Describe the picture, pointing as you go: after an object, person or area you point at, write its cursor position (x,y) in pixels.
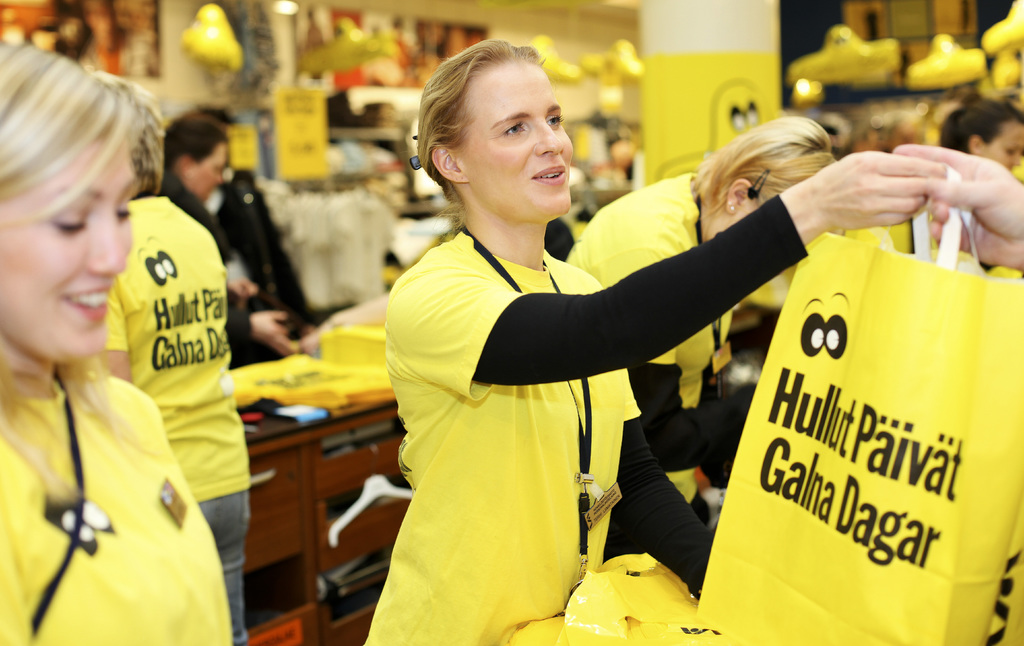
The girl (466,293) in the middle of the picture (501,319) wearing yellow T-shirt (551,410) and ID card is holding a yellow color plastic bag (840,410) in her hand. She is trying to talk something. Beside her, we see people (724,207) wearing yellow T-shirts (175,423) are standing. Behind them, we see a table (353,418) on which yellow bags (361,364) are placed. There are many toys (345,61) in the background (333,49). This picture might be clicked in the shop (432,18).
